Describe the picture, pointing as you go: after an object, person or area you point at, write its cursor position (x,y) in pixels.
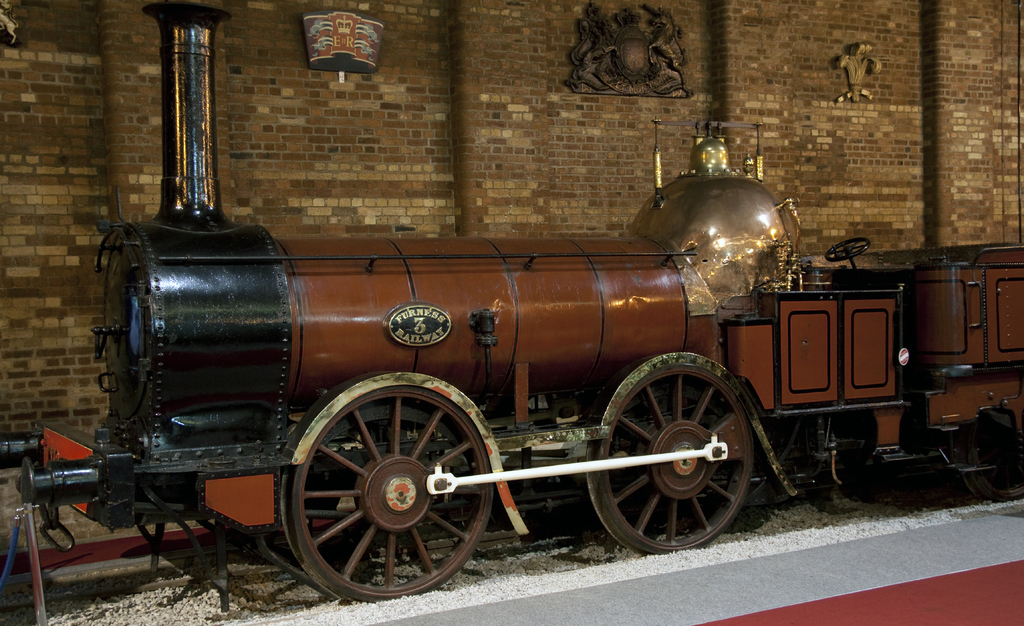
In the image there is a locomotive (763,213). And also there are white color objects (557,549) on the ground (570,557). In the background (112,187) there is a wall (133,153) with pillars (458,60) and frames (856,64).
